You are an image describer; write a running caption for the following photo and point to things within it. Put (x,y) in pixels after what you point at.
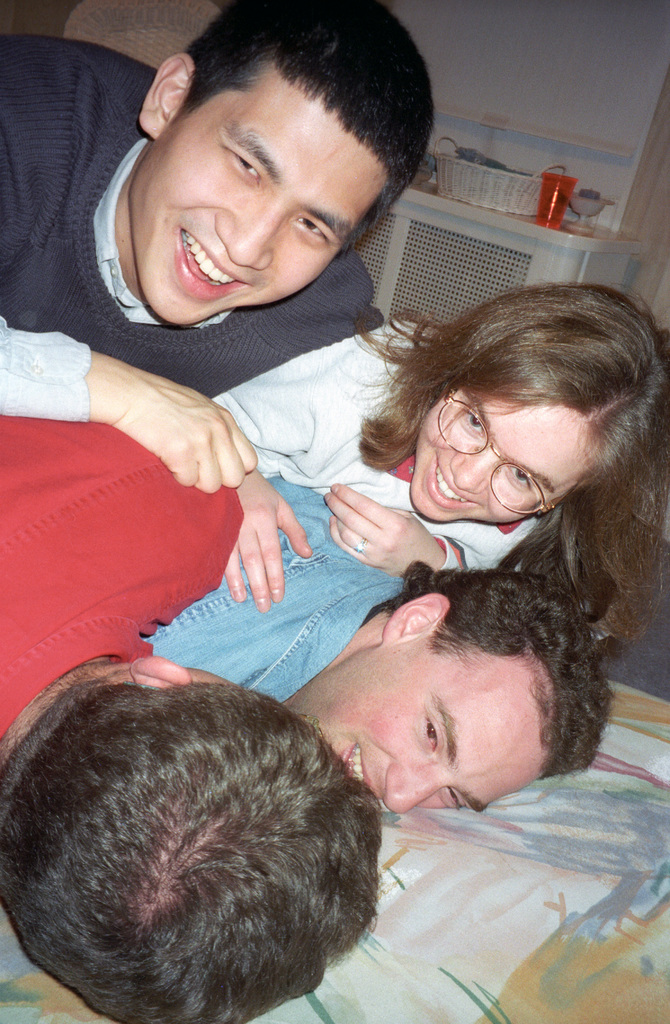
Here we can see four persons (460,652) and they are smiling. There is a basket (456,166), and a glass (551,226) on a platform (505,246). In the background (570,58) we can see wall (564,66).
